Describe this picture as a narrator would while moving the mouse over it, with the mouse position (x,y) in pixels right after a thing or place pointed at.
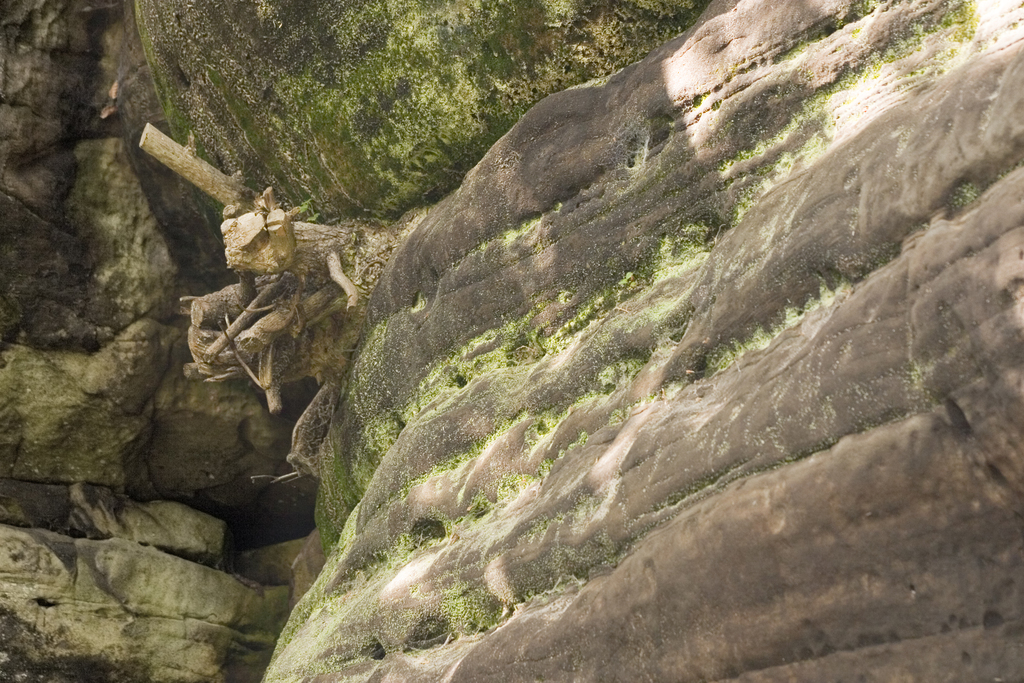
In the picture I can see rocks (769,251) on which we can see algae (547,476). Here we can see the wooden tree trunk (271,312) which is cut.
